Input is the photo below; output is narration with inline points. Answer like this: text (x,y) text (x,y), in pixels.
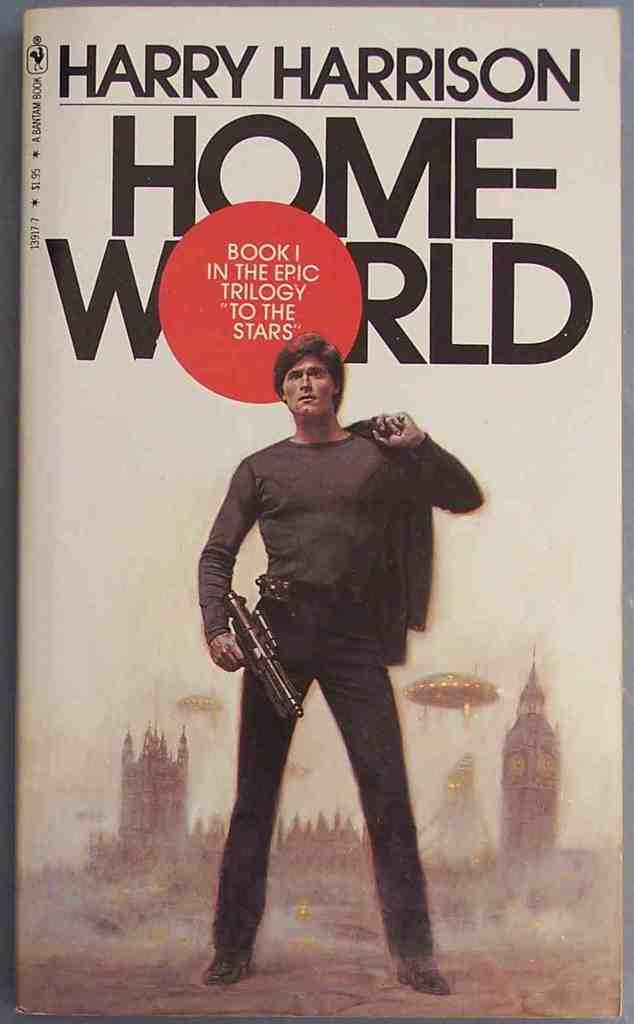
In this image we can see the book (344,591) with persons image (354,515) holding gun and cloth (373,438). And we can see the text (352,86) and buildings (314,848) on the book (337,847).
